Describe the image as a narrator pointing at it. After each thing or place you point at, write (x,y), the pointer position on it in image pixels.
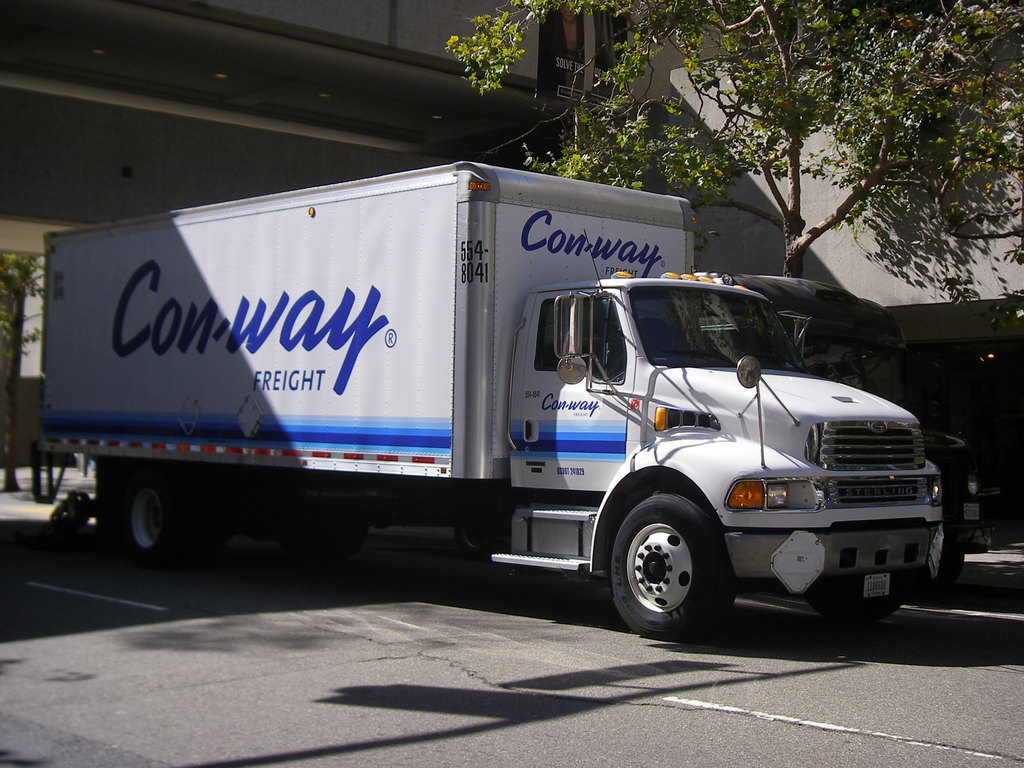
In the center of the image (384,304) there is a truck (728,278) on the road (862,684). There is a tree (685,136).
